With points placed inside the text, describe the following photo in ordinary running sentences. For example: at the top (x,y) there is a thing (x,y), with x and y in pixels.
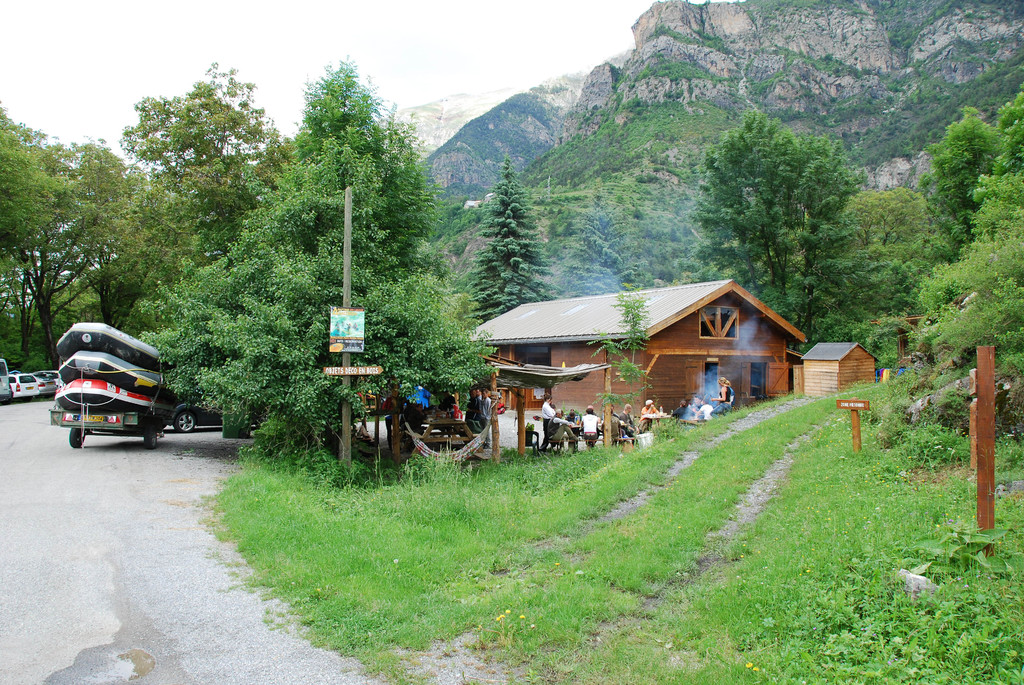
In this image we can see few vehicles (111,419) on the road (155,575), there are few trees (326,254), a pole (348,363) with boards (353,349), wooden sticks (992,406) and a wooden stick (857,414) with board (845,405), there are wooden houses (556,393), few people (571,416), some of them are sitting, some of them are standing near the shed (525,401) and there are mountains (688,121) and the sky (417,89) in the background (408,73).
